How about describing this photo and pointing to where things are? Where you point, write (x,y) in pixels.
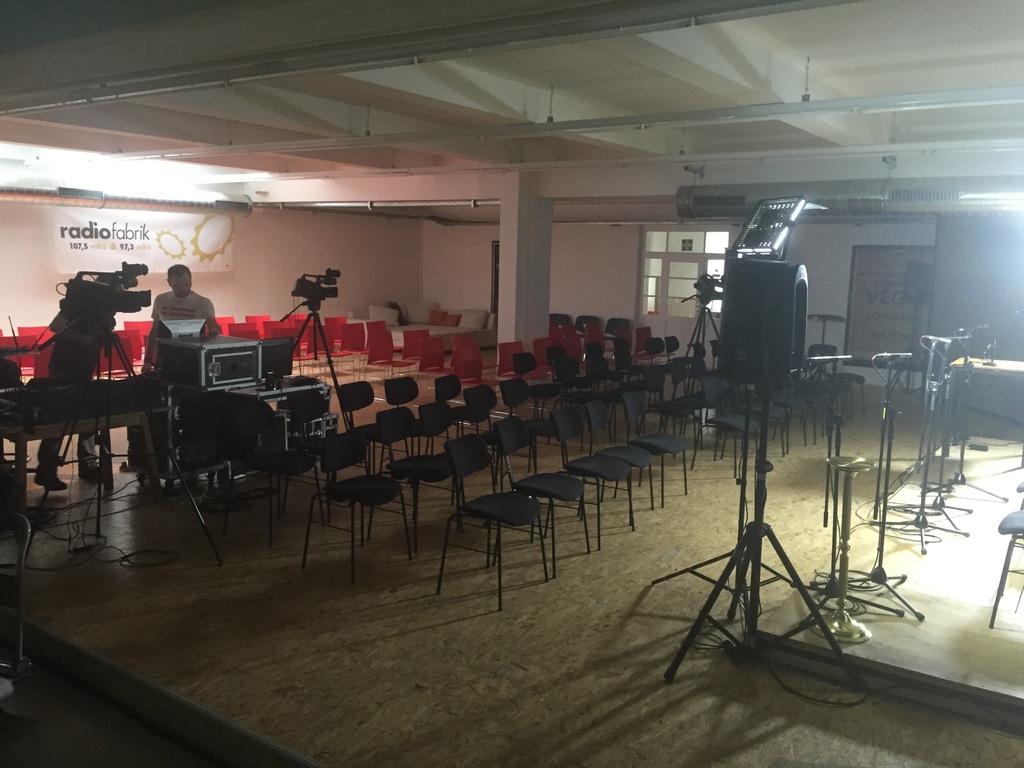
This image is clicked inside a room (46,242). There are chairs (282,470) in the middle (511,495). There is a stage (934,594) on the right side (891,563). There are mics (929,378) on that stage (862,556). There are cameras (117,286) on the left side (132,297).
